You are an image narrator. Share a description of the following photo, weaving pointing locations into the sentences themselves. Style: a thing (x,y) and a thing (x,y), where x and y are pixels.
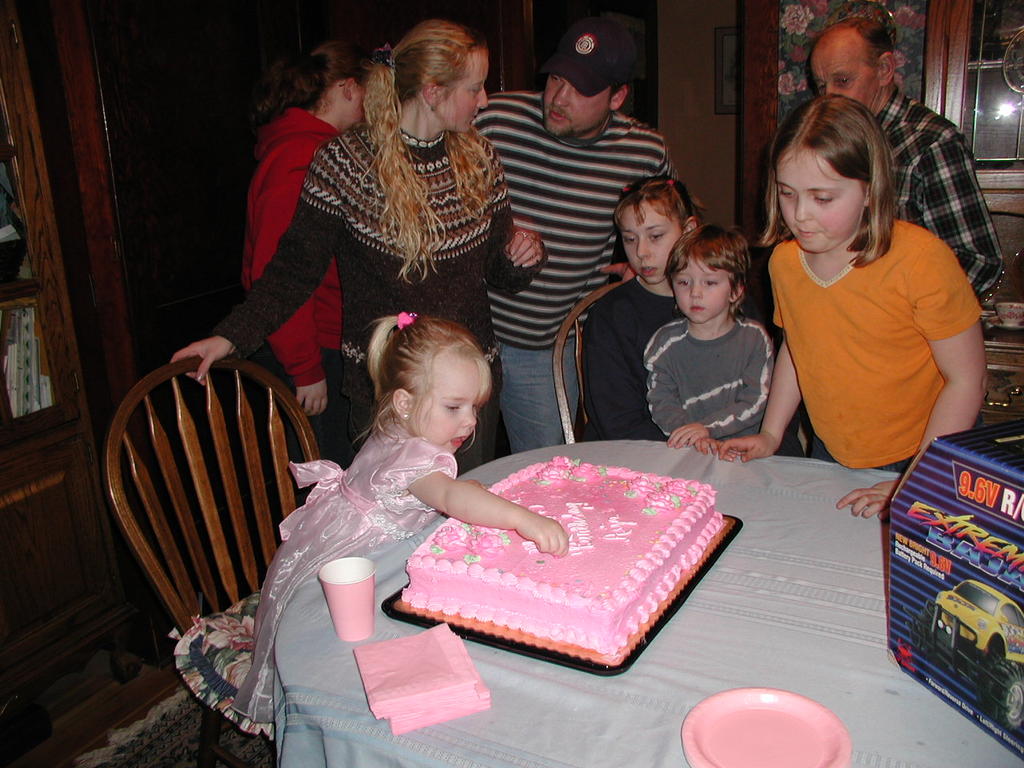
There are so many people (647,301) standing and few girls (964,313) standing and in front of them there is a cake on table (643,725).
